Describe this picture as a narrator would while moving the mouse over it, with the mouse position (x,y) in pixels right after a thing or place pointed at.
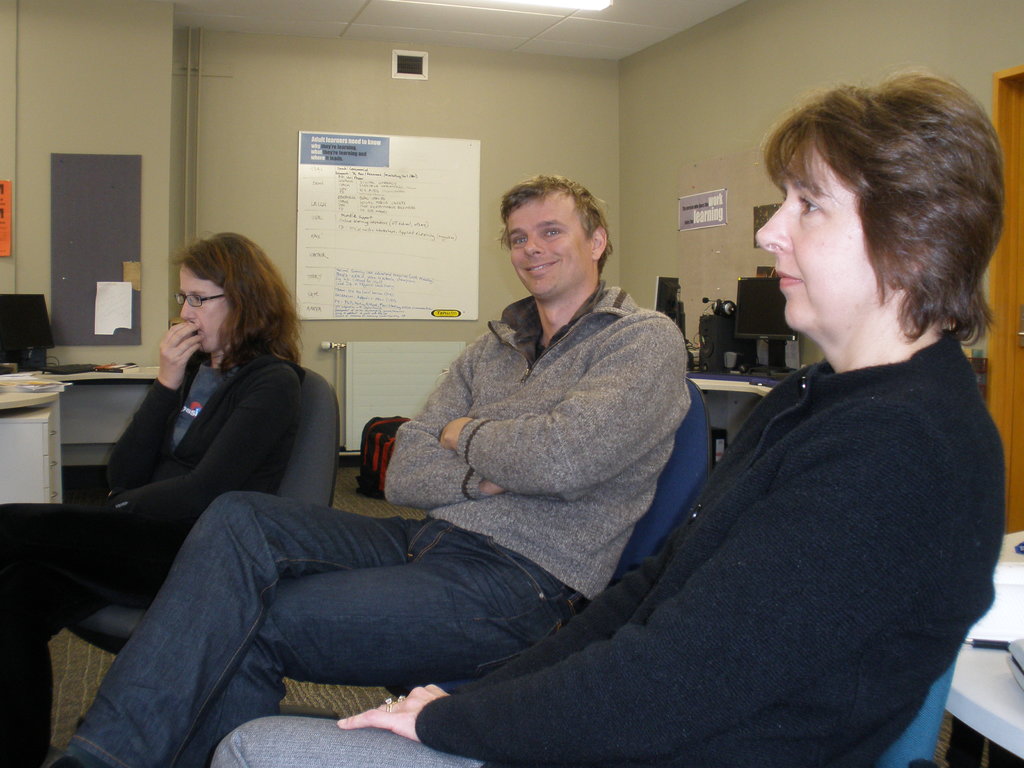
In this picture we can observe three members (737,677) sitting in the blue color chairs (660,492). Two of them are women (760,541) and one of them is a man (461,675) who is smiling. We can observe a white color board (321,231) fixed to the wall (272,189) in the background (319,264). On the left side (104,388) there is a desk (129,375). We can observe a notice board (76,223) fixed to the wall (74,146) on the left side (67,227).
